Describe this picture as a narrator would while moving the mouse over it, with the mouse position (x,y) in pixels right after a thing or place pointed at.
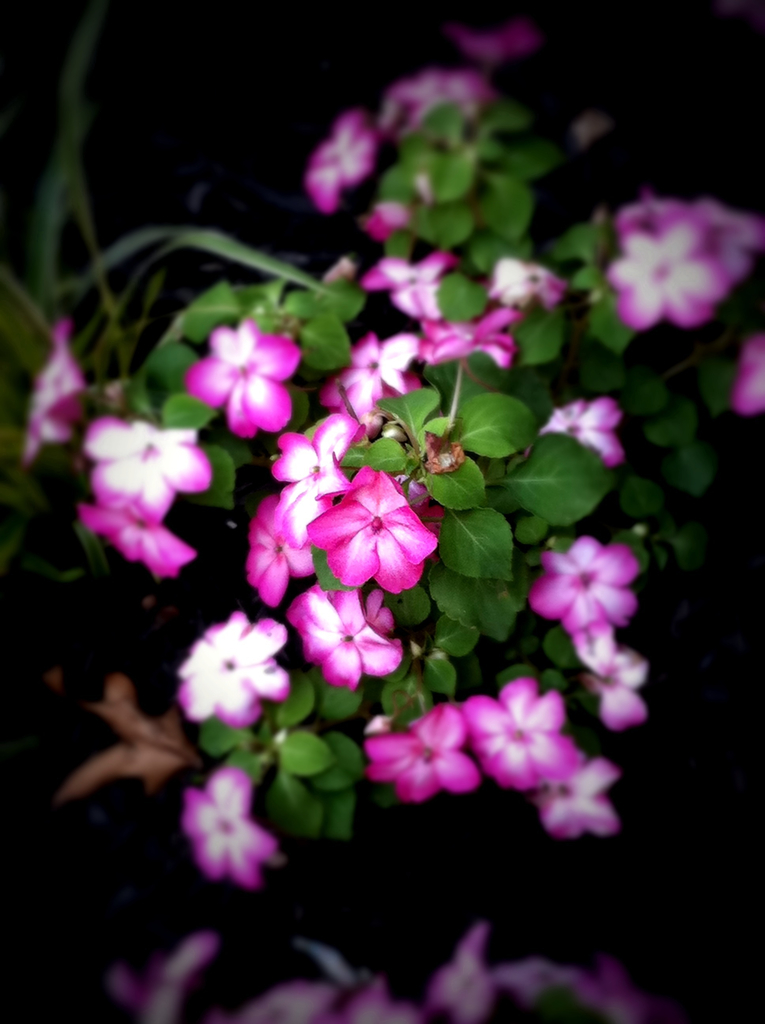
In this picture we can see many flowers (623,291) in the plant (589,326). On the right (725,398) we can see the leaves (583,358).
